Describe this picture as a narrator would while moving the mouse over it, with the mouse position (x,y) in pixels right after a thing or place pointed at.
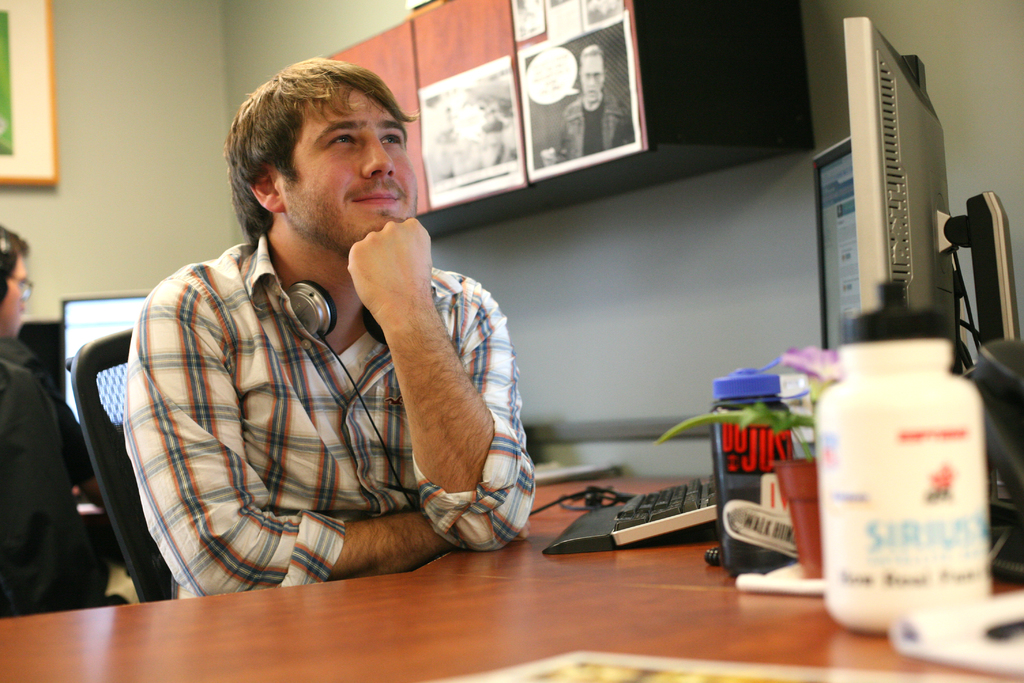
Here in this picture we can see a man (232,489) sitting on a chair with table (584,597) in front of him having monitors (857,224), keyboard (608,540) present and beside that we can see some plastic containers (886,506) present on the table (569,593) and we can see he is carrying a headset (317,299) and smiling and behind him also we can see another man (34,396) sitting on a chair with a system (73,316) in front of him and we can see cup board (417,128) present on the wall (461,254) and on that we can see some posters (460,90) present and we can also see a portrait (38,150) present on the wall (94,239).
